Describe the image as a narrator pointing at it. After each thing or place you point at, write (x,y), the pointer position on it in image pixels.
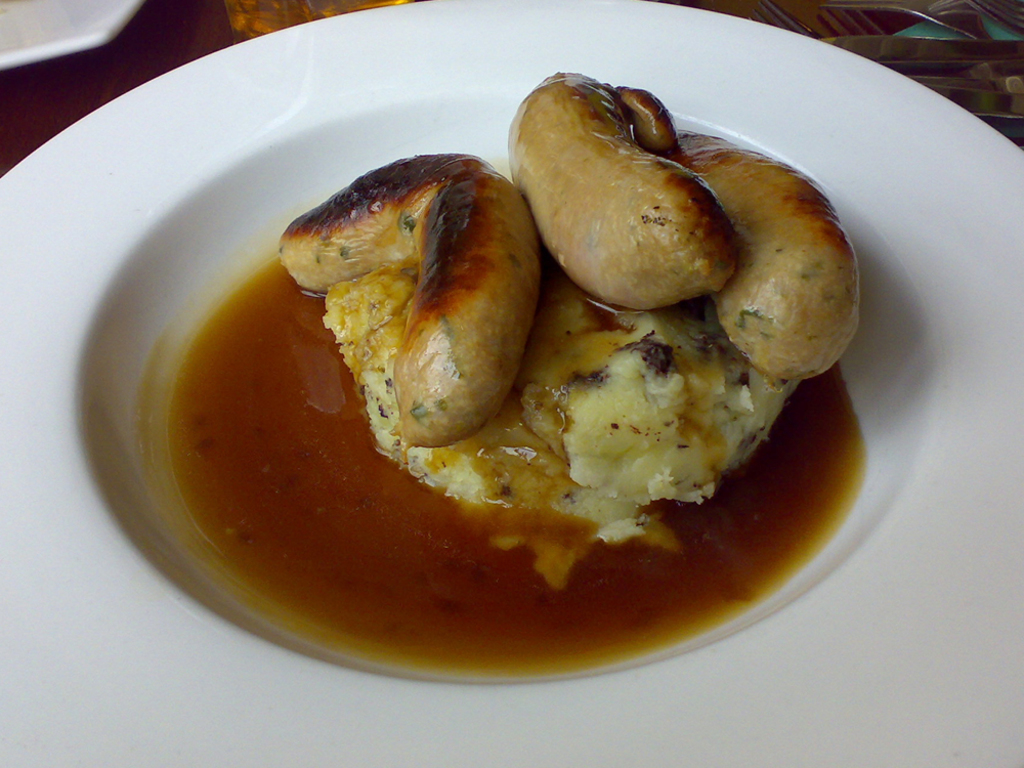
There is an edible (543,291) and a soup (584,569) placed in a white plate (241,236).
